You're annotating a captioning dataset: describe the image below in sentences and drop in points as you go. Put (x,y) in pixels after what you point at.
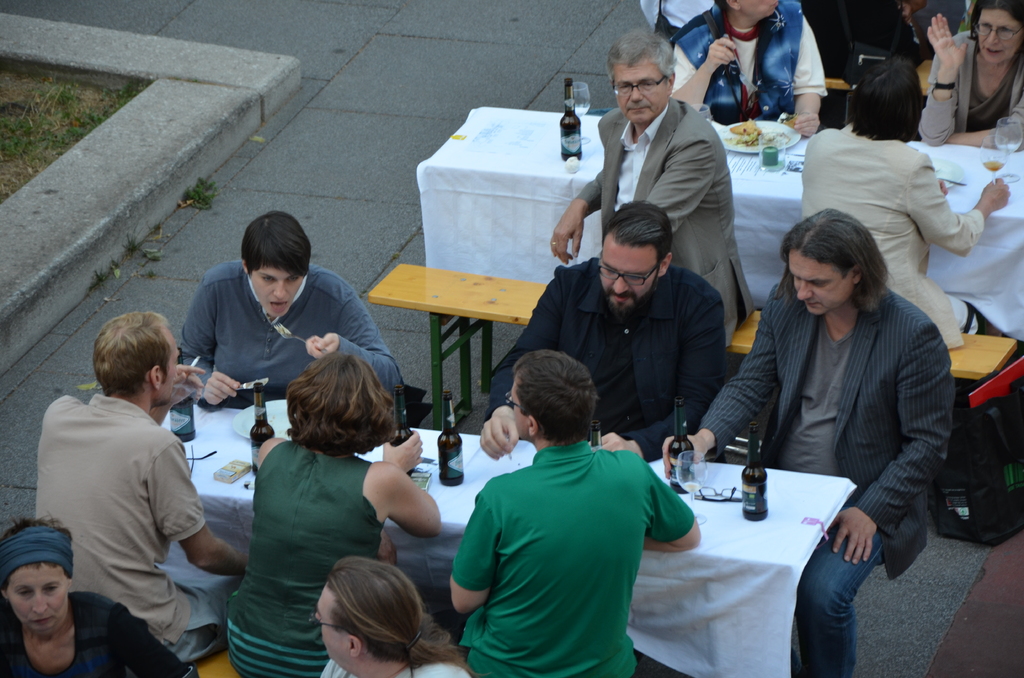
In this picture we can see some persons (274,649) sitting on the benches (231,671). This is the table (723,584). On the table (744,533) there are some bottles (455,478), and glasses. And this is the bench (472,288).
